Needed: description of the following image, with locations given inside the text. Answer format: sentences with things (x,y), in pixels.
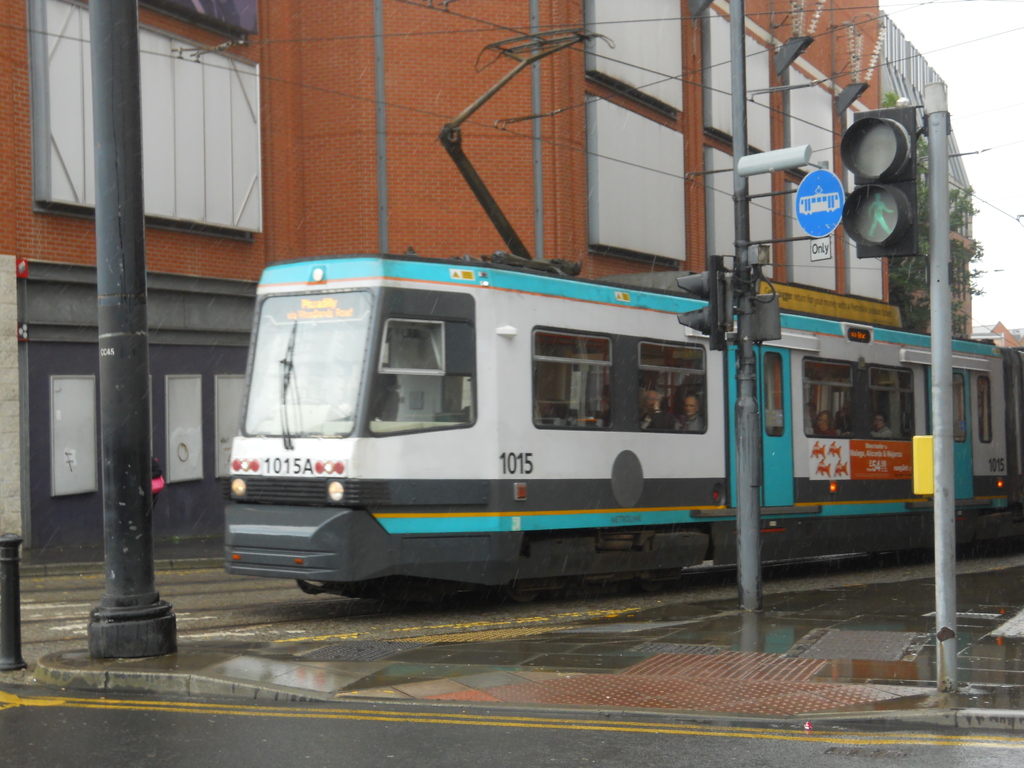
In the picture we can see the tram (413,356) on the road (249,749) and beside it, we can see a path (813,611) with poles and traffic lights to it and on the top of the train (555,292) we can see electric wires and on the other side of the train (573,289) we can see a building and beside it we can see a part of the sky (1007,285).
